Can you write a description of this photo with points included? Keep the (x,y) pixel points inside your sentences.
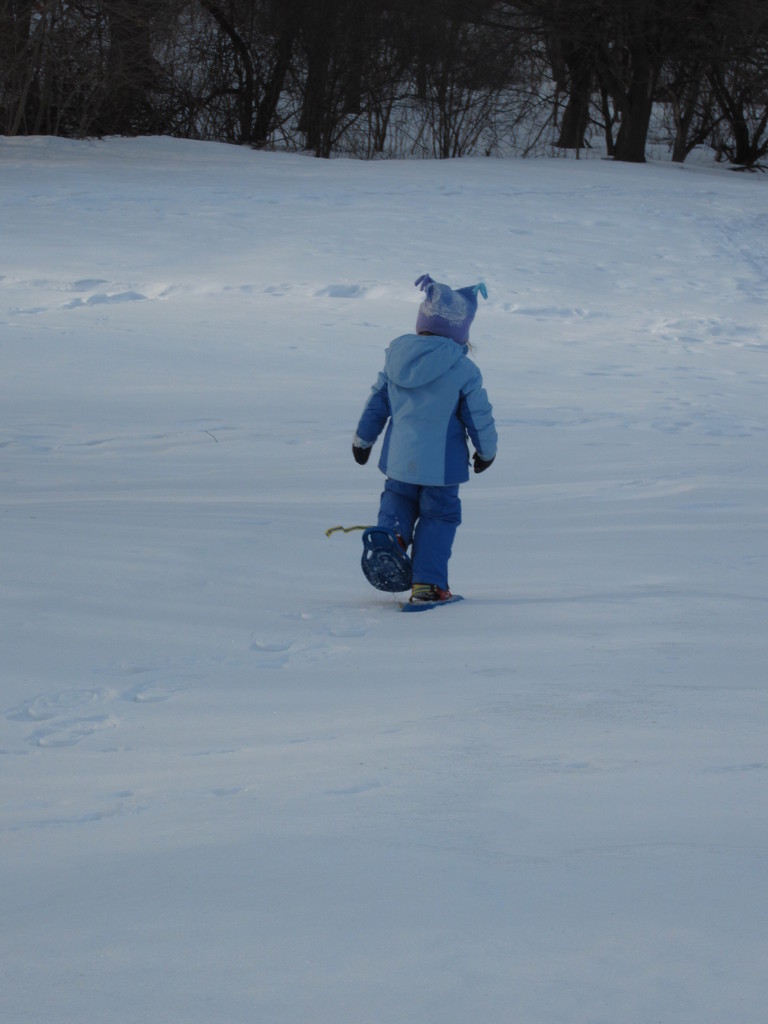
In this image I can see the person (463,448) standing on the snow (492,634) and the person (408,424) is wearing blue color dress (433,458). In the background (407,50) I can see few trees (287,74).
